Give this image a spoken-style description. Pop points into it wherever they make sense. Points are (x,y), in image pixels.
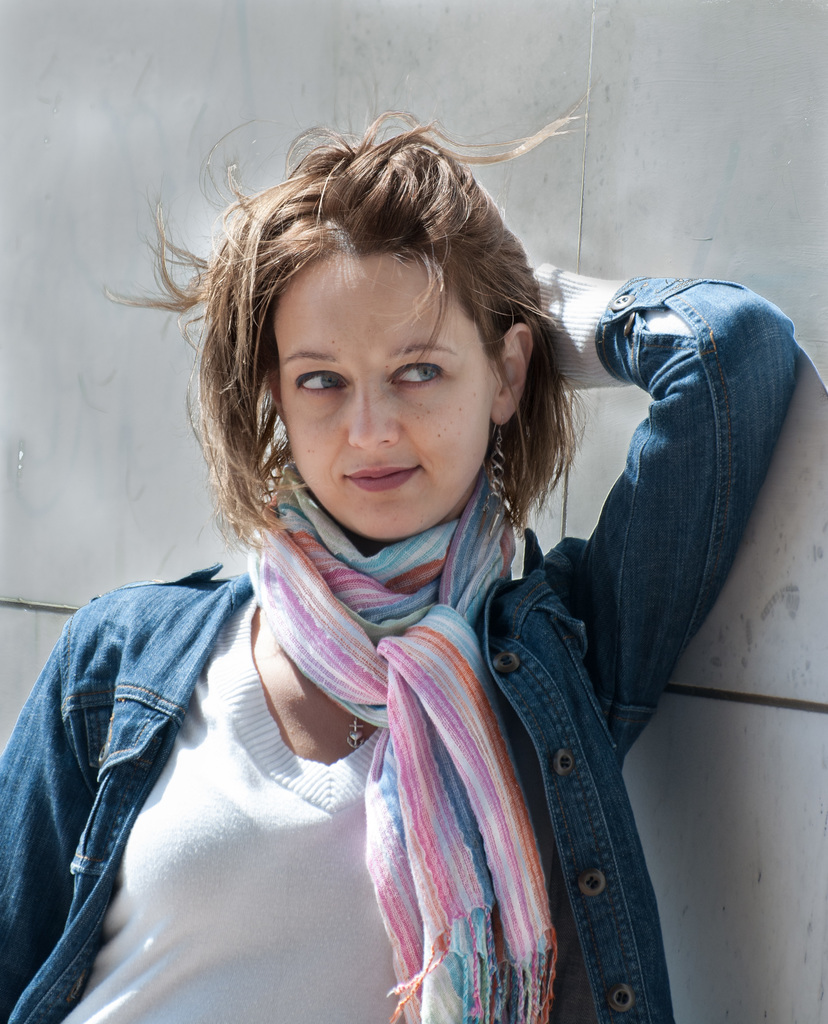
The picture consists of a woman (223,677) in denim jacket (147,714) and a scarf (349,591), behind her it is wall (467,67).
